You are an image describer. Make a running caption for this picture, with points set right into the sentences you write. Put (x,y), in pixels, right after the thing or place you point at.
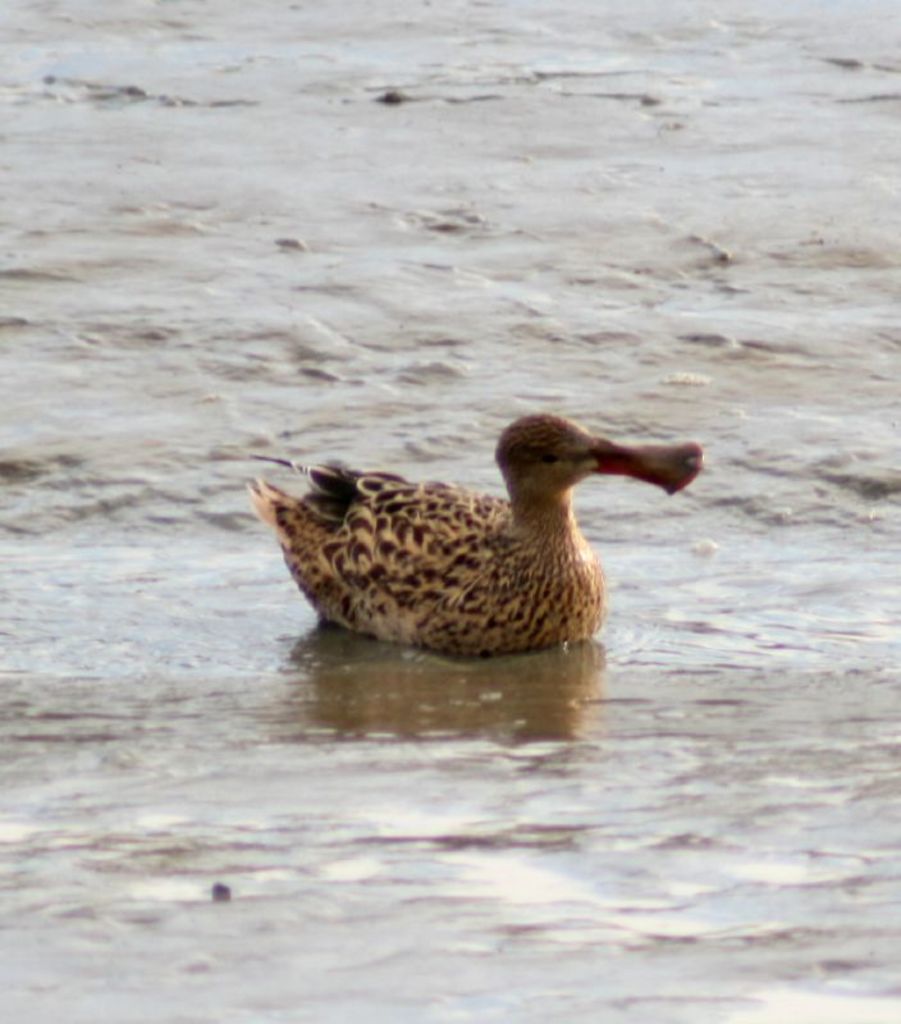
In this image there is a bird (375,598) which is on the sea shore (370,695). At the bottom (420,962) we can see there is water (356,844) and sand (492,854).
